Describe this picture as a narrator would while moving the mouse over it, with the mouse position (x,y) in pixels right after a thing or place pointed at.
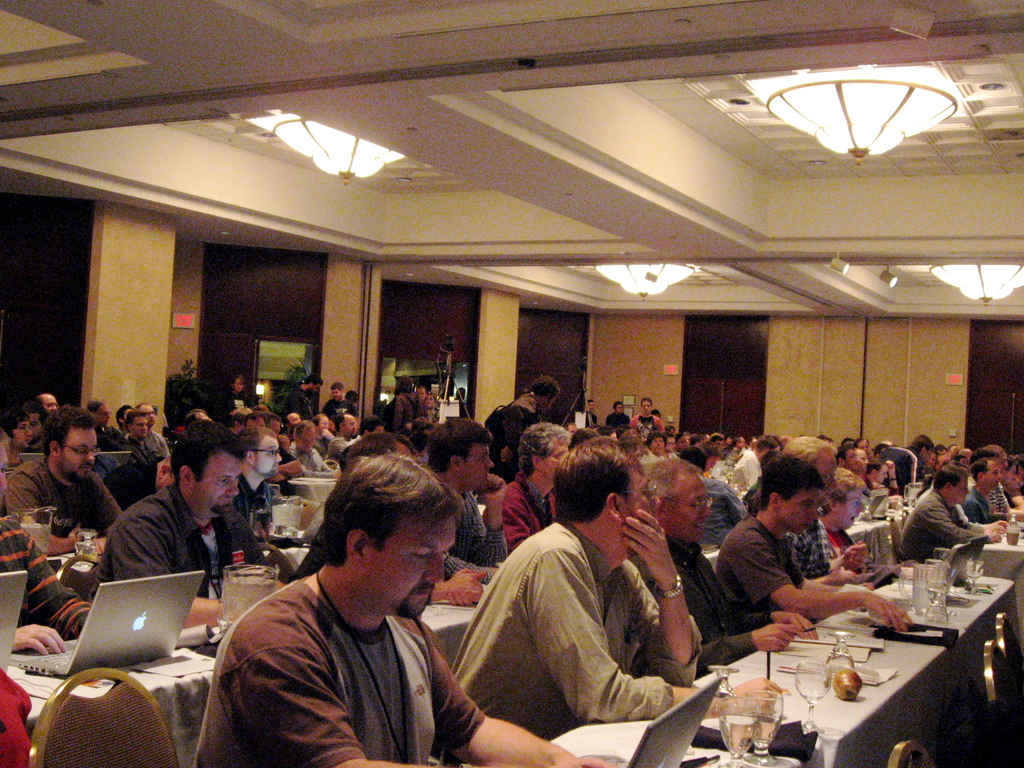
In this image we can see persons (272,489) sitting on the chairs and tables (881,691) are placed in front of them. On the table (819,727) there are laptops (698,705), fruits (840,677), paper napkins (927,631), books (872,652) and wine glasses (830,669). In the background (860,121) we can see electric lights (840,120), house plants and walls (104,320).
